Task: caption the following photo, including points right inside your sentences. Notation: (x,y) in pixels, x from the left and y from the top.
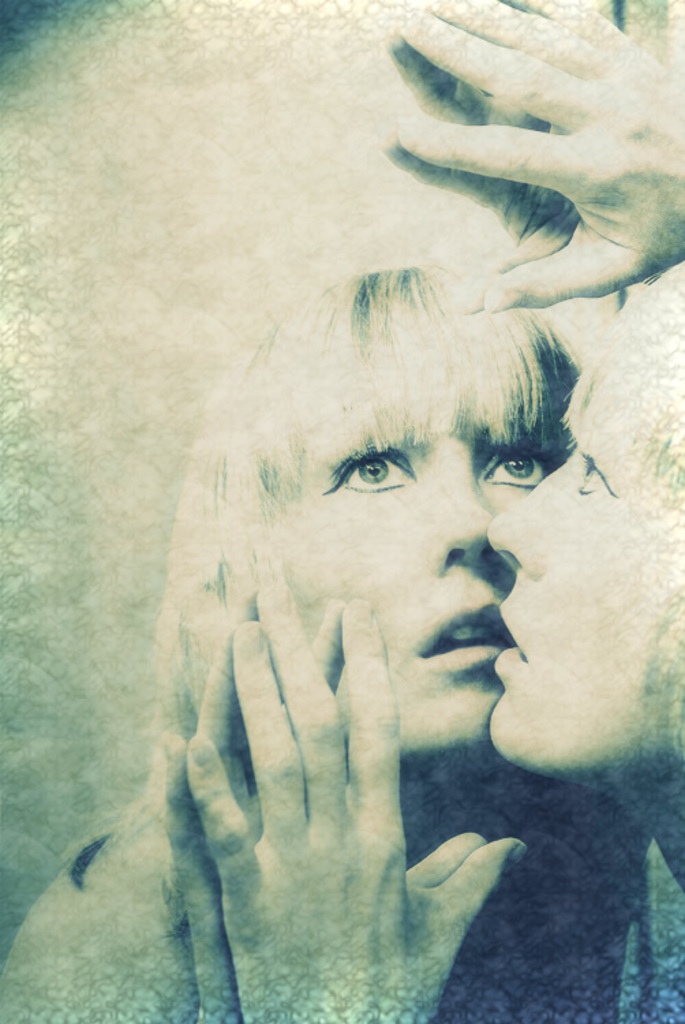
In the image we can see there is a face (416,706) of woman (290,774) There is another face (531,670) beside her. The image is in teal colour.
